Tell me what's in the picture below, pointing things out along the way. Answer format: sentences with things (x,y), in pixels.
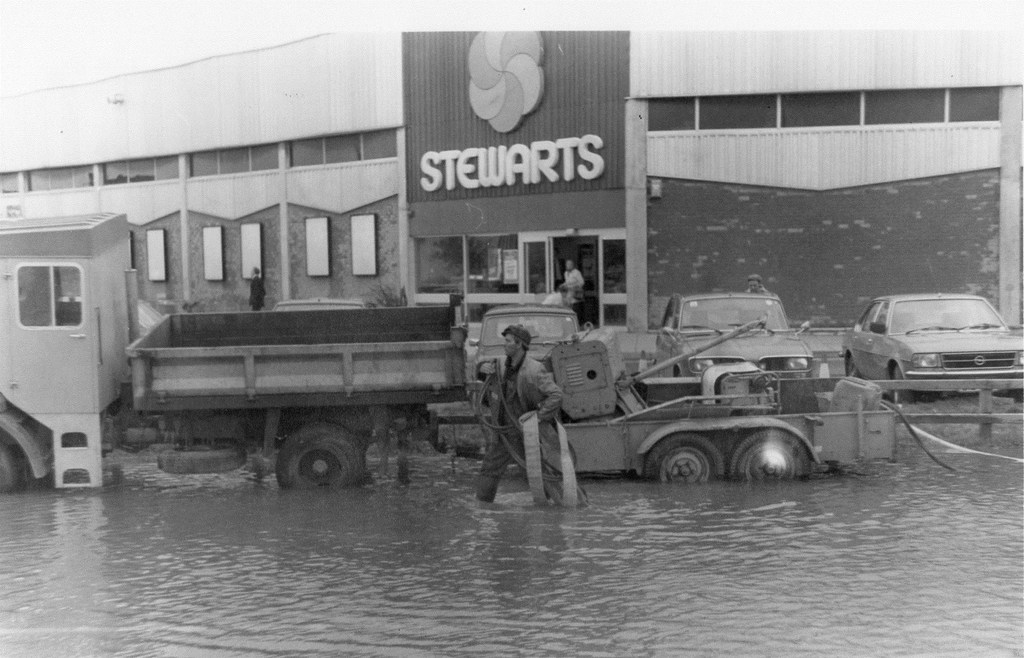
In this picture we can see a man (492,450) walking in the water (480,523), vehicles (281,378), some people (576,277), frames (259,238) on the wall (381,280), building (768,83) and some objects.
